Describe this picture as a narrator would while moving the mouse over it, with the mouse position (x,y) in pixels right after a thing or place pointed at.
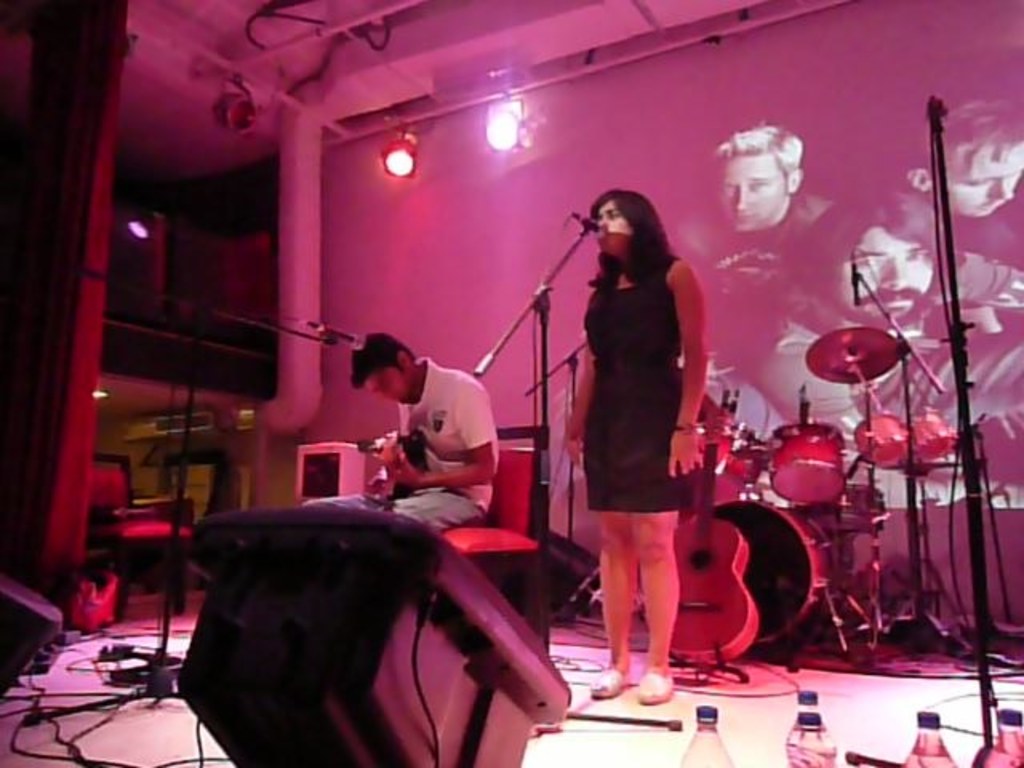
In this image, in the middle (630,510) there is a girl (655,286), she is standing and she is singing in the microphone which is in black color, in the left side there is a boy (457,391) sitting, there is a microphone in black color, there are some music instrument (734,562) in the background (772,385) there is a poster (716,191) on the wall (750,121), there are some lights (518,144) in the top (397,166) which are in white and red color.
